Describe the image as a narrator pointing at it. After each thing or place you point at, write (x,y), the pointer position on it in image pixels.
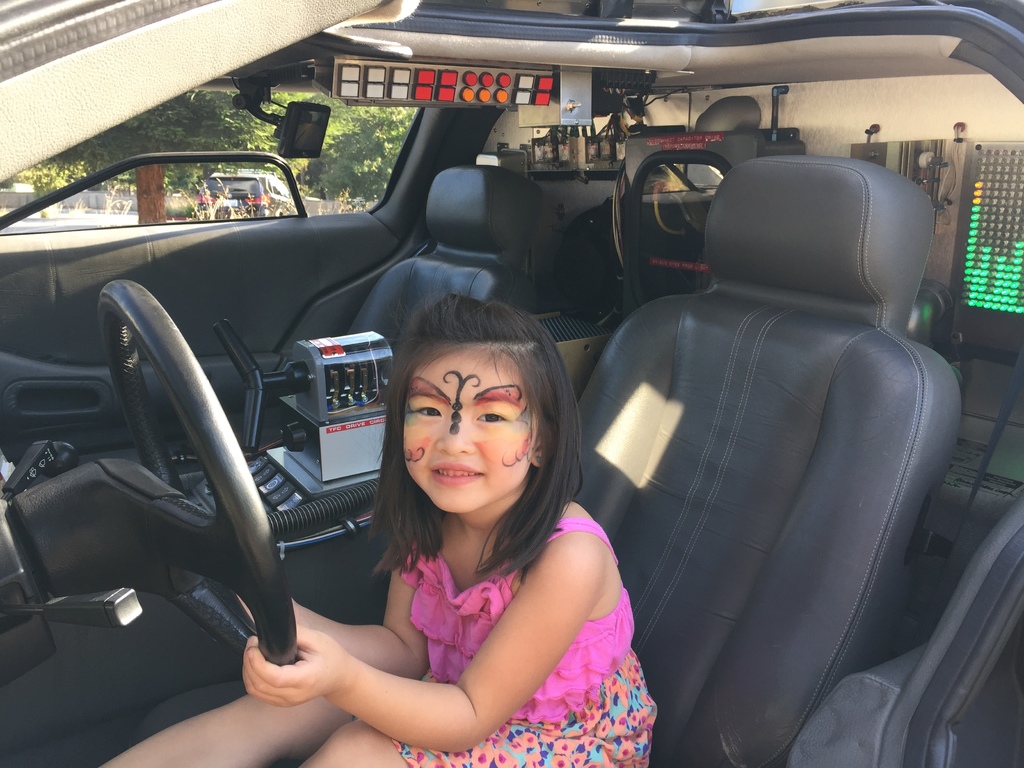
This girl (470,496) is sitting inside his car (166,357) and holding a steering (224,504). We can able to see trees (349,117) and vehicles (232,198) from this window (353,164).
